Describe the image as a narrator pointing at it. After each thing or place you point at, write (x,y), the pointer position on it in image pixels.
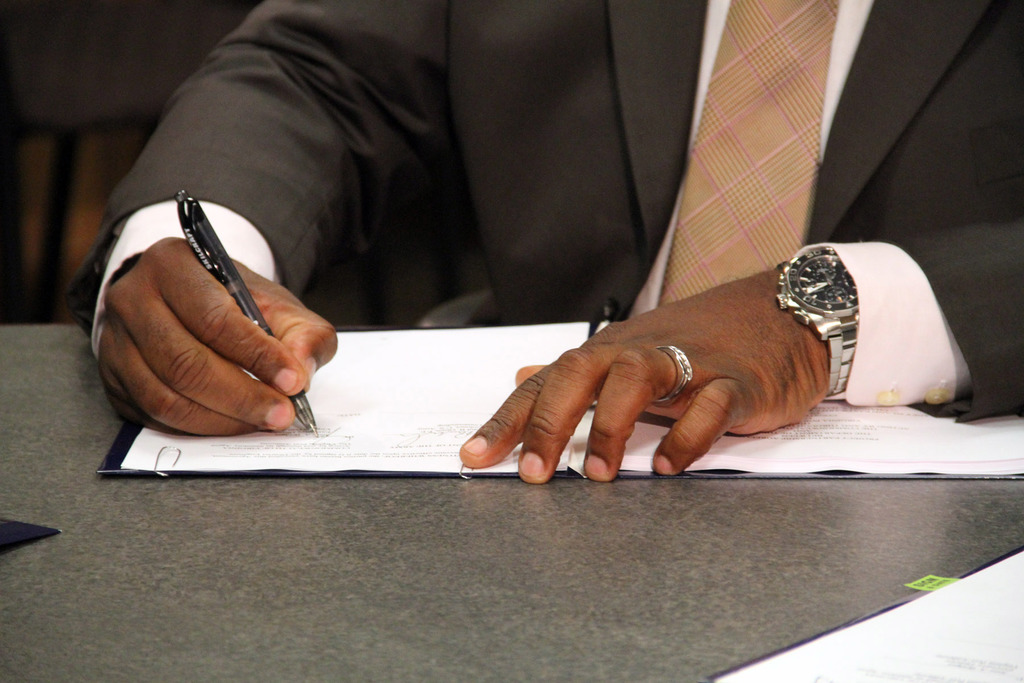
In this image we can see a person (917,209) holding a pen (257,320) in his hand (285,316). In the foreground (405,416) we can see papers (480,423) placed on the surface (633,560).
